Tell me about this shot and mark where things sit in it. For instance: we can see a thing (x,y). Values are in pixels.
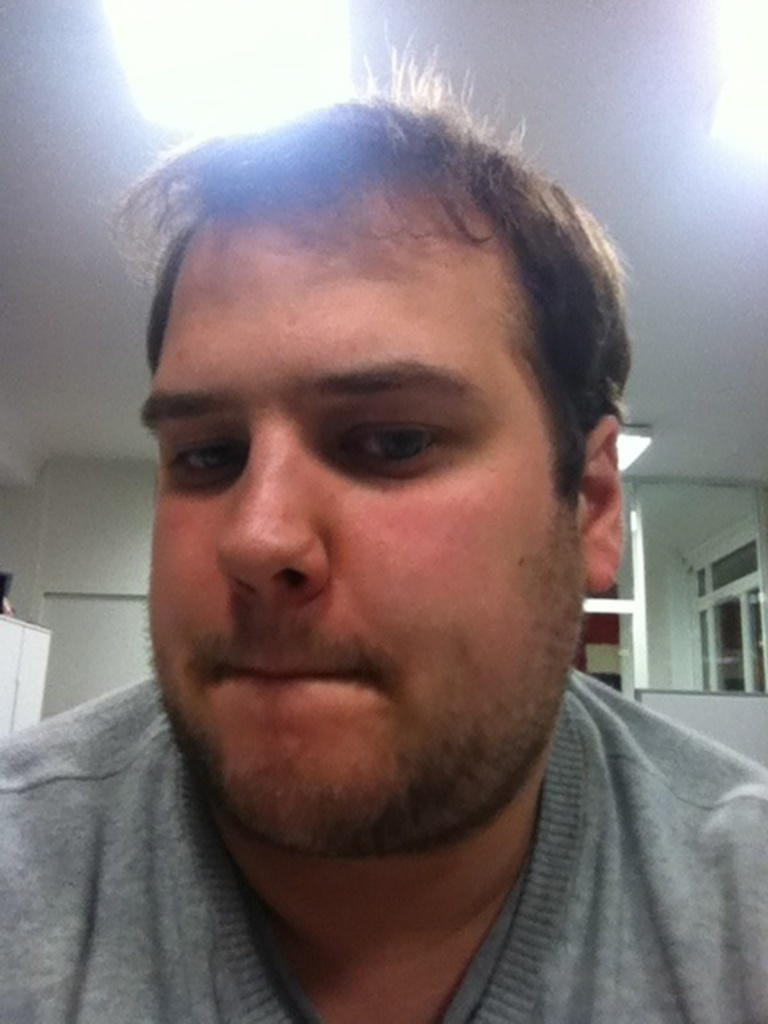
In this picture we can see a man (176,453) and in the background (693,561) we can see the wall (55,545), ceiling (687,331), some objects (13,629).
